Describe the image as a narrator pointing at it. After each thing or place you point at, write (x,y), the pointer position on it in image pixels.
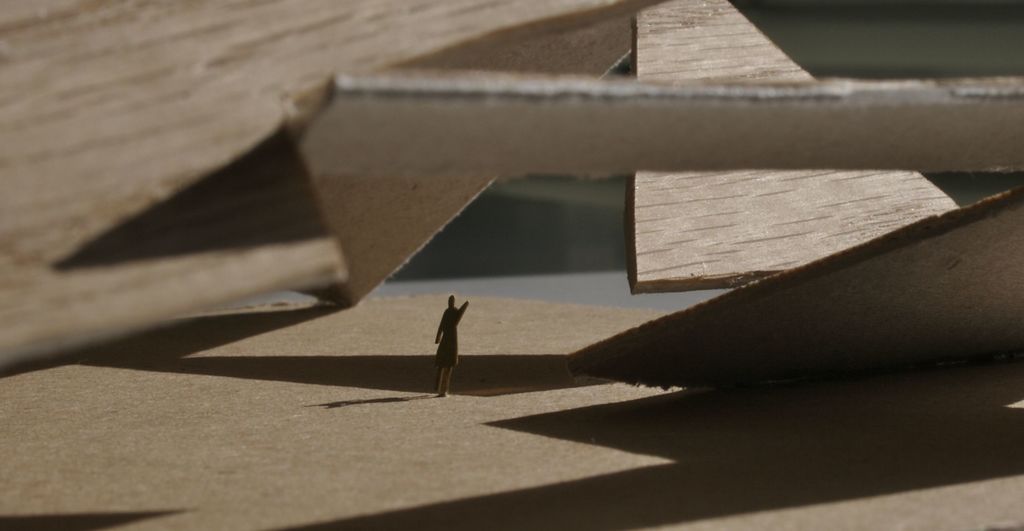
In this picture I can observe wood (690,190). There is a shape of a person (456,336) in the middle of the picture (450,304). The background (545,220) is blurred.
